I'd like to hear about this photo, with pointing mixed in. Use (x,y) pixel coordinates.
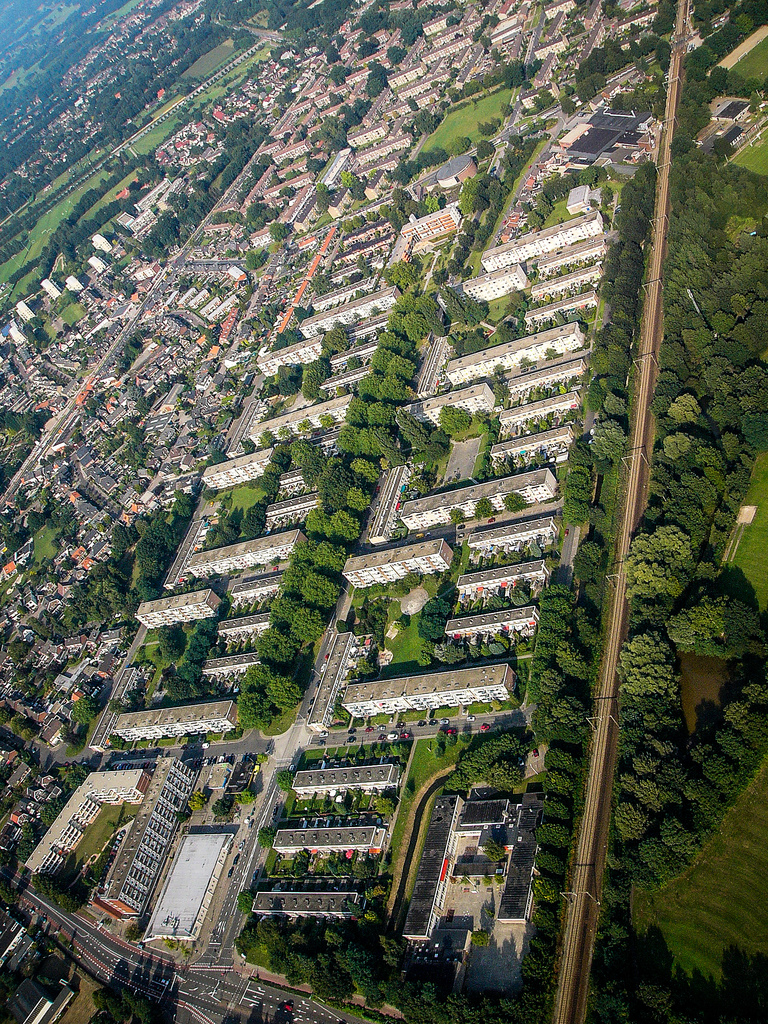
In this image I can see few buildings (435,496), trees (316,560), poles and the roads (268,822).
